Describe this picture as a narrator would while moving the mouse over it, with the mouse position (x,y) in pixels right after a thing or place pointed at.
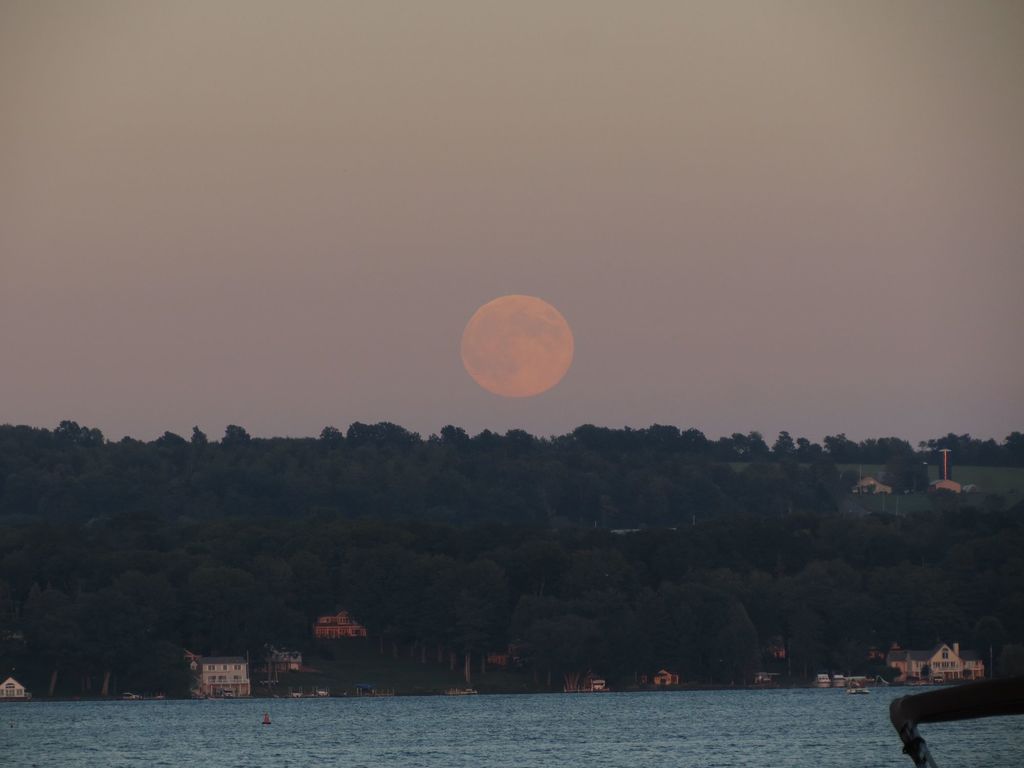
This picture is clicked outside. In the foreground (892,718) we can see the boats like objects (267,713) in the water body (437,723). In the center (657,511) we can see the trees (818,550), houses (907,674) and the boats (820,683). In the background (249,216) we can see the sky (557,174), trees (590,459), moon like thing (527,340) and some other objects (941,466).
